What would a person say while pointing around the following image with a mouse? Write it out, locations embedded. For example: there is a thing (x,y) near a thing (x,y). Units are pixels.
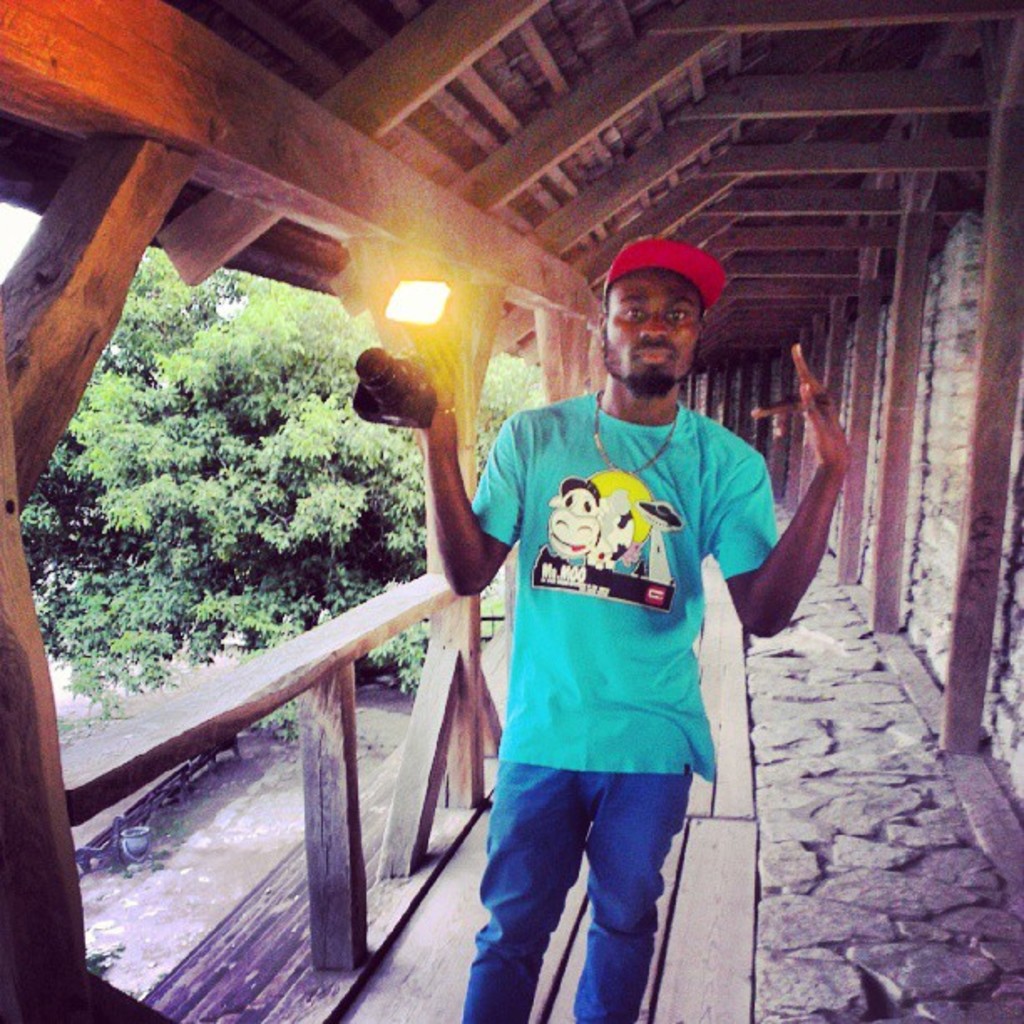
In this image, I can see a person (641,914) standing on the floor (695,871) and holding a camera (419,408). On the right side of the image (980,470), there are wooden poles (978,436) and a wall (964,449). At the top of the image (802,111), there is a wooden ceiling (790,108). In the background (131,846), I can see trees (349,515), wooden objects (163,748) and it looks like a bucket (141,859) on the ground (162,868).
